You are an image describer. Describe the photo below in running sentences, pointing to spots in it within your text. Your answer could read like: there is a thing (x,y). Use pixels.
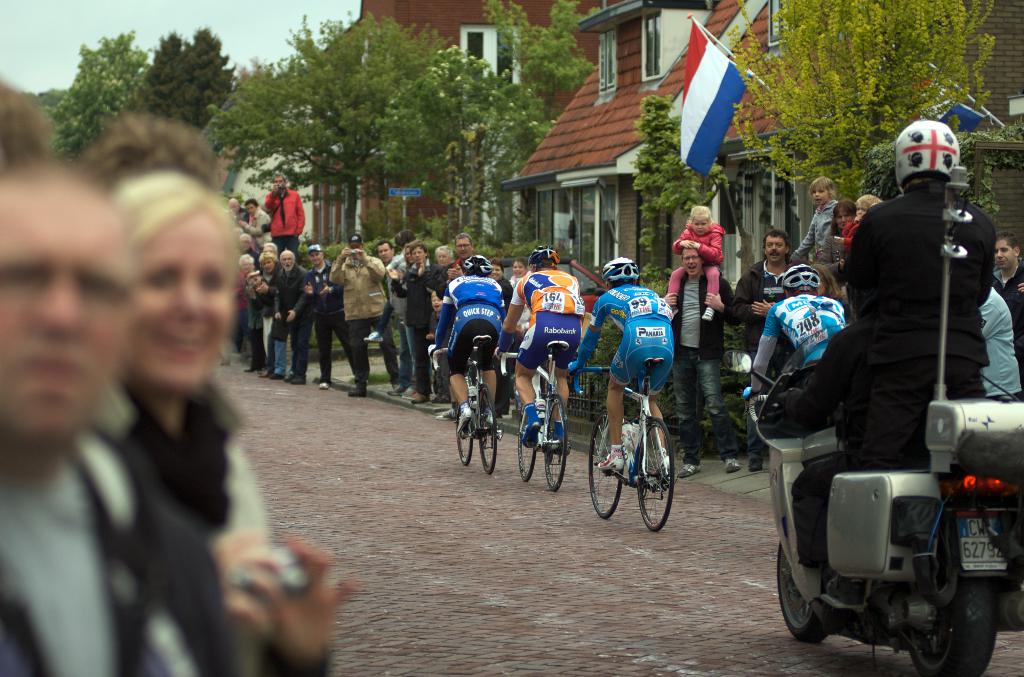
In this image there are trees (234,99), there is sky (260,17), there are houses (447,29), there are people (308,268) standing, there are people (524,304) riding the bicycle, there is a flag (702,92), there is a person (818,390) riding motorcycle (835,432), there is a person (901,303) standing on motorcycle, wearing a helmet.
